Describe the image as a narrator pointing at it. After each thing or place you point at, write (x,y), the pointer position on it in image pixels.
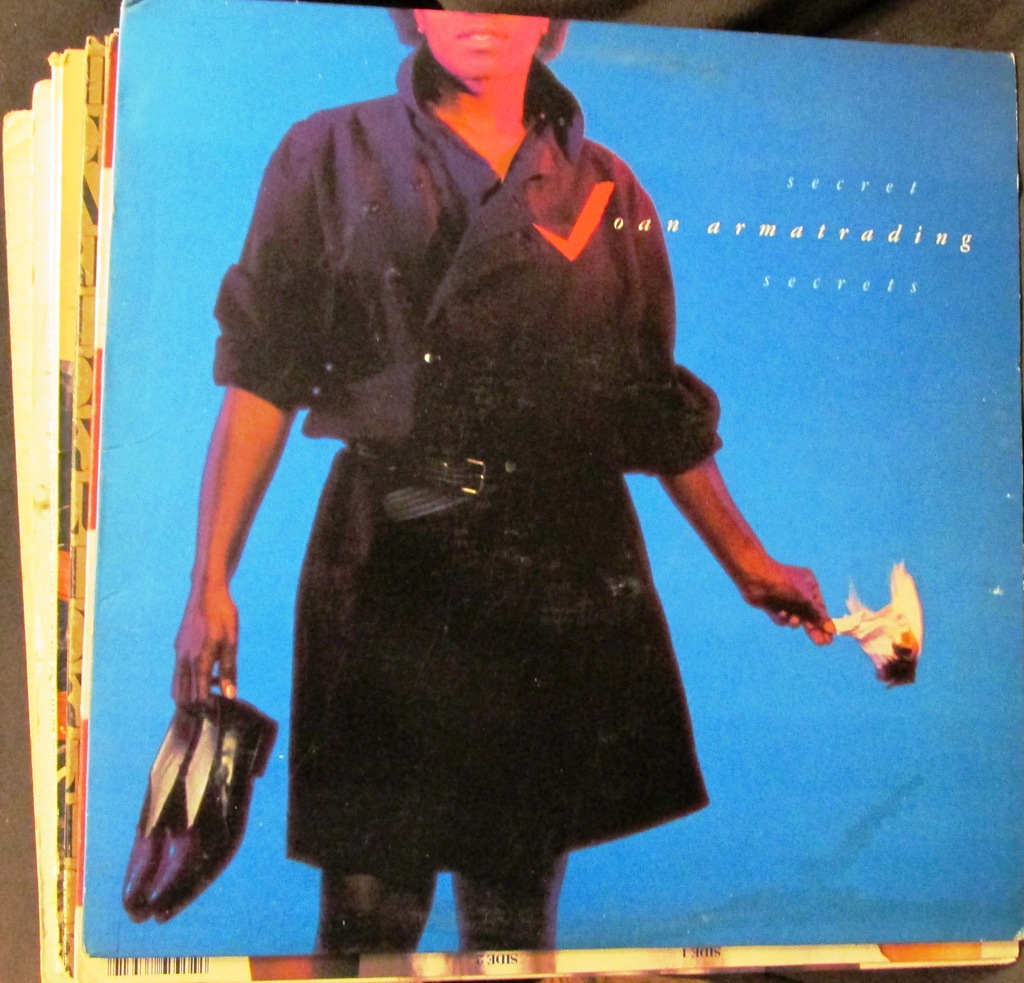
In this image we can see cards (838,372). We can see a picture (532,539) of a person (519,562) printed on the card (595,528) and there is text (771,221).
